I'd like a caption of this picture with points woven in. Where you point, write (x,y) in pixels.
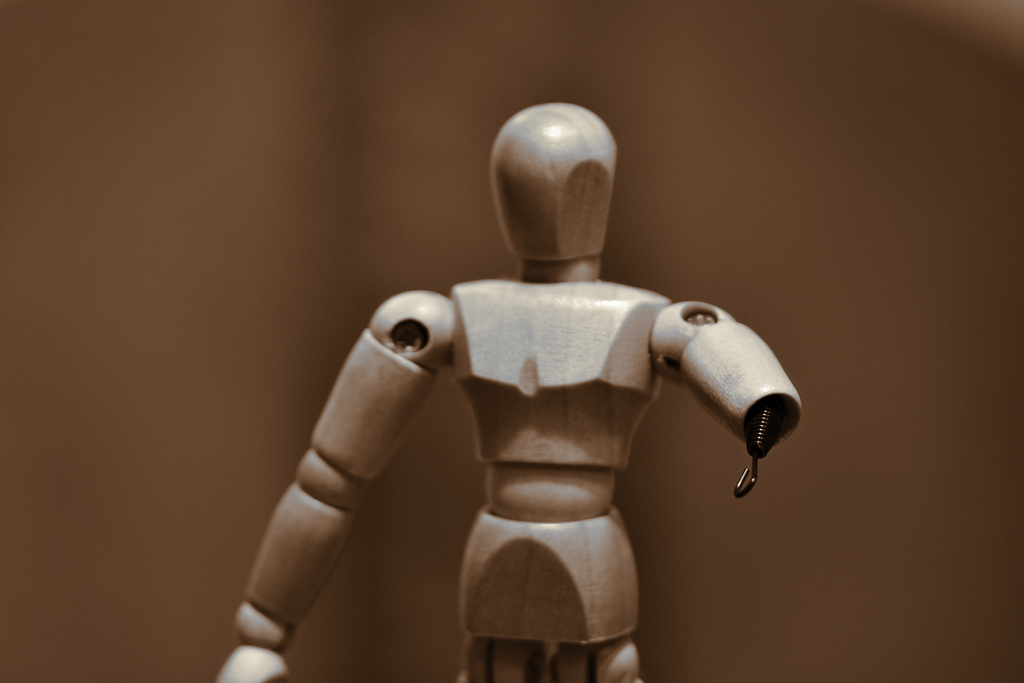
In the image we can see there is a toy (553,445) of a person (569,446).
